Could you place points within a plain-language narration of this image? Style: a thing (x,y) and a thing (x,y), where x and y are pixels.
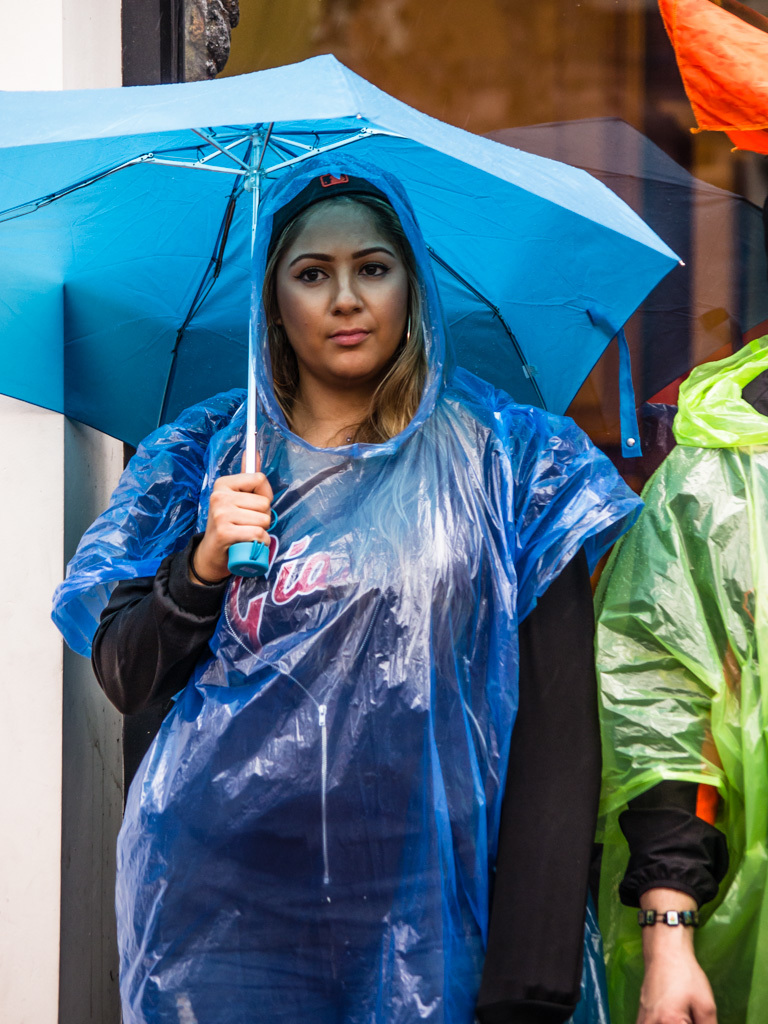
In this image there is a woman (438,547) wearing a raincoat (428,668), holding an umbrella (431,231). Beside the woman (504,576) there is another person (687,657) wearing a raincoat (643,541).
